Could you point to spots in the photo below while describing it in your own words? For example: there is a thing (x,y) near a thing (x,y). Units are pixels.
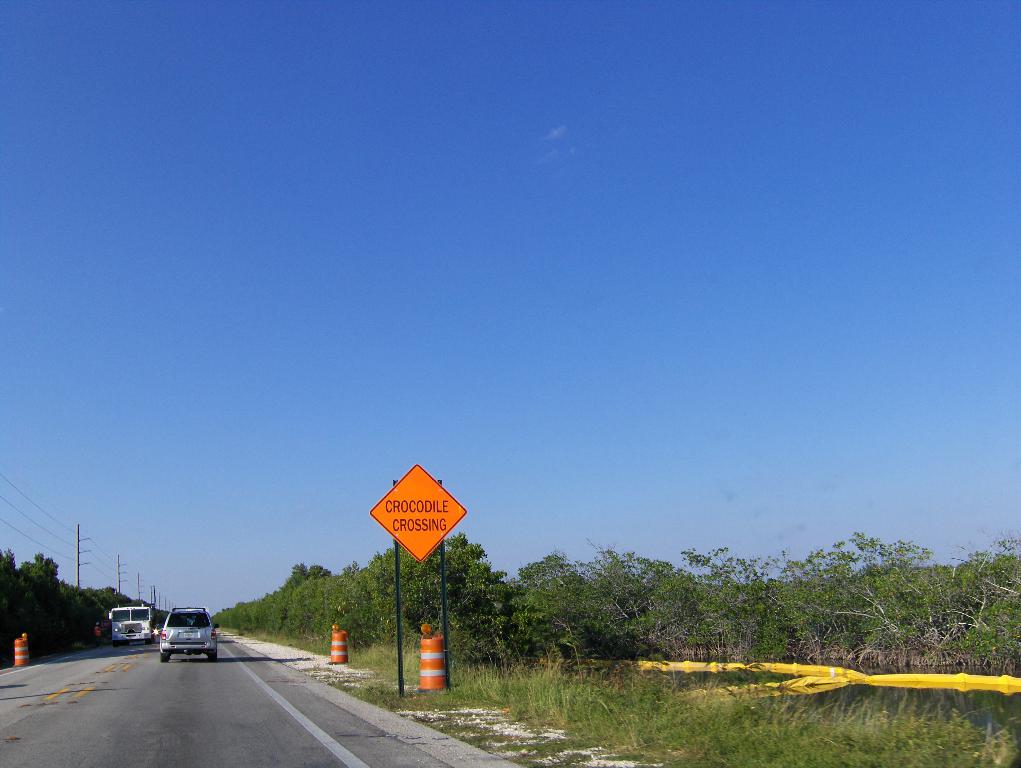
In this image I see the grass (890,732), trees (409,607) and I see a board (423,551) over here on which there are 2 words (406,526) written and I see few vehicles (204,618) on the road (178,687) and I see the poles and the wires (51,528) and I see the blue sky (305,188).
